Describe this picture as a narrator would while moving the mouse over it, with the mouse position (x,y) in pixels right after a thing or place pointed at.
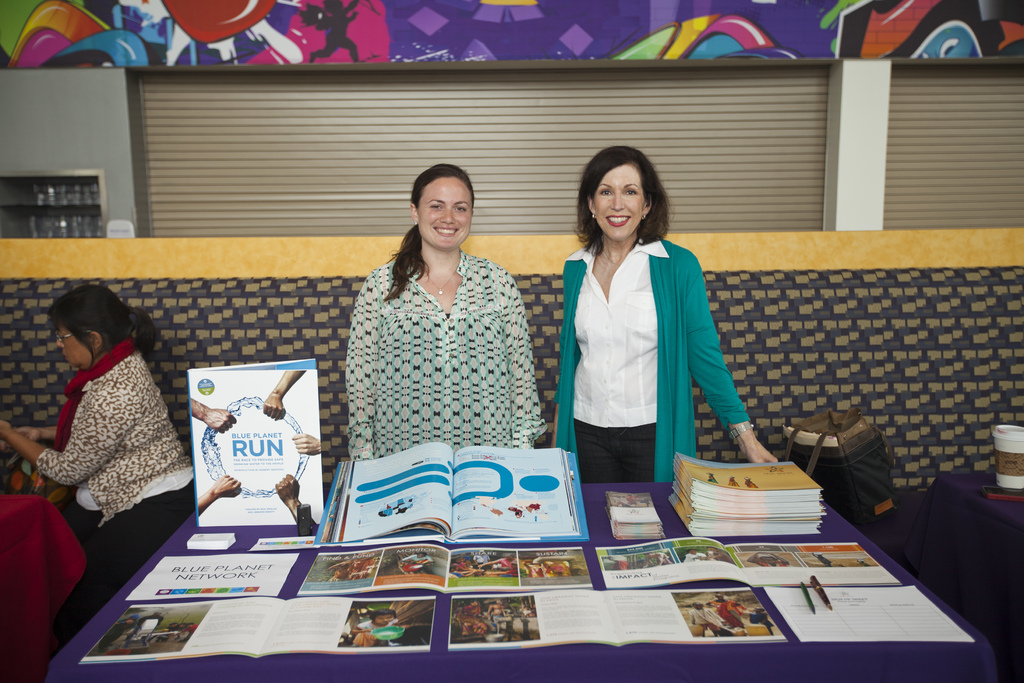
In this picture, there are two woman (586,258) standing beside the table (542,655). On the table (567,682) there are books (581,564) and papers (848,614). A woman (525,423) towards the left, she is wearing a white and black top (438,337). Beside her, there is another woman (677,292) wearing green shirt (662,295) and a white shirt (609,332). Towards the left (80,493), there is another woman (167,430) wearing brown and white top (145,415) with a red scarf (66,403). In the background (157,170) there are shutters (902,118) with paintings (384,54).
